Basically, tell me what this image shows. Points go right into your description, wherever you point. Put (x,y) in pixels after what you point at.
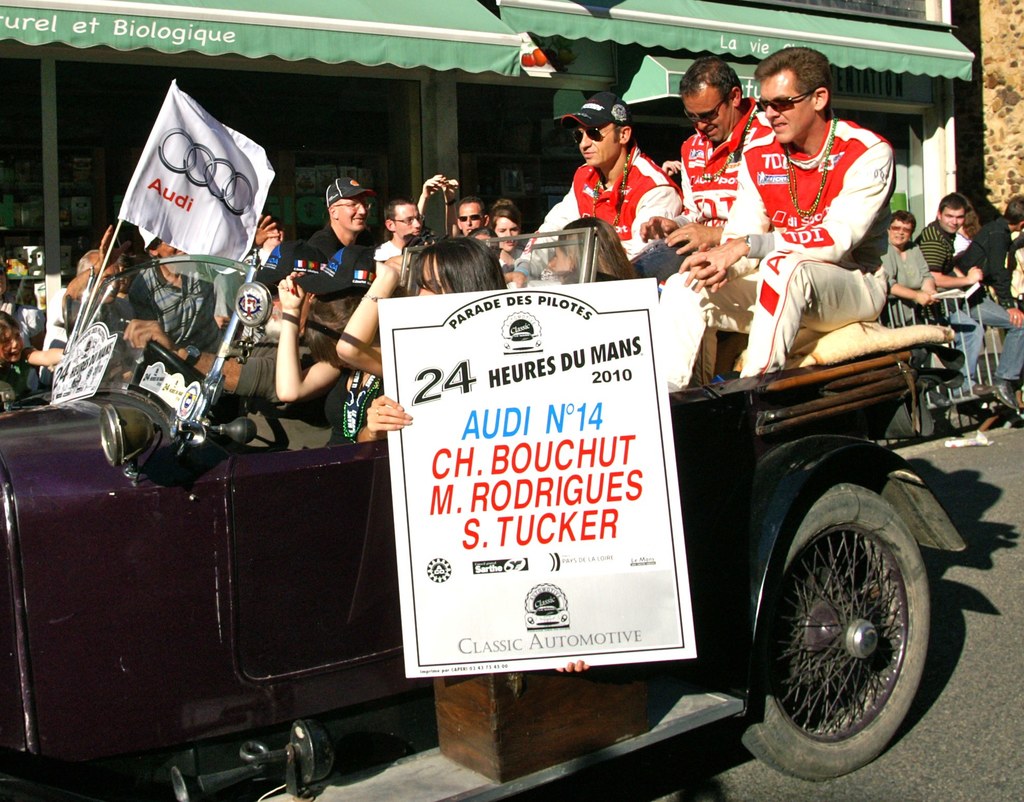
There are people (348,282) and few people (830,182) sitting in a vehicle (282,521), this person (383,398) holding a board (408,336). We can see road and banner (230,219) with stick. In the background (327,113) we can see stores (390,46) and wall (1010,178).
